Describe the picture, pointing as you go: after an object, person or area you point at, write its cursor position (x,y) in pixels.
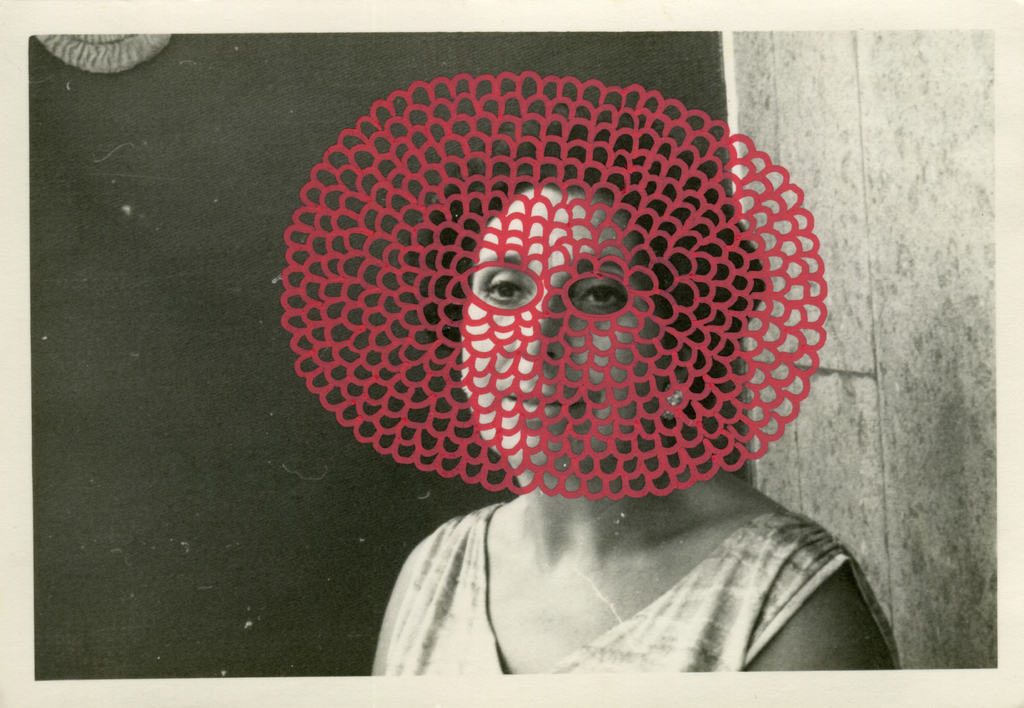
In this image there is one women (551,557) is at right side of this image (714,561) and there is one design (616,260) which is in red color is in middle of this image (415,373) and there is a wall (254,340) in the background (164,259). there is one object (121,68) kept at top left corner of this image (101,54).
